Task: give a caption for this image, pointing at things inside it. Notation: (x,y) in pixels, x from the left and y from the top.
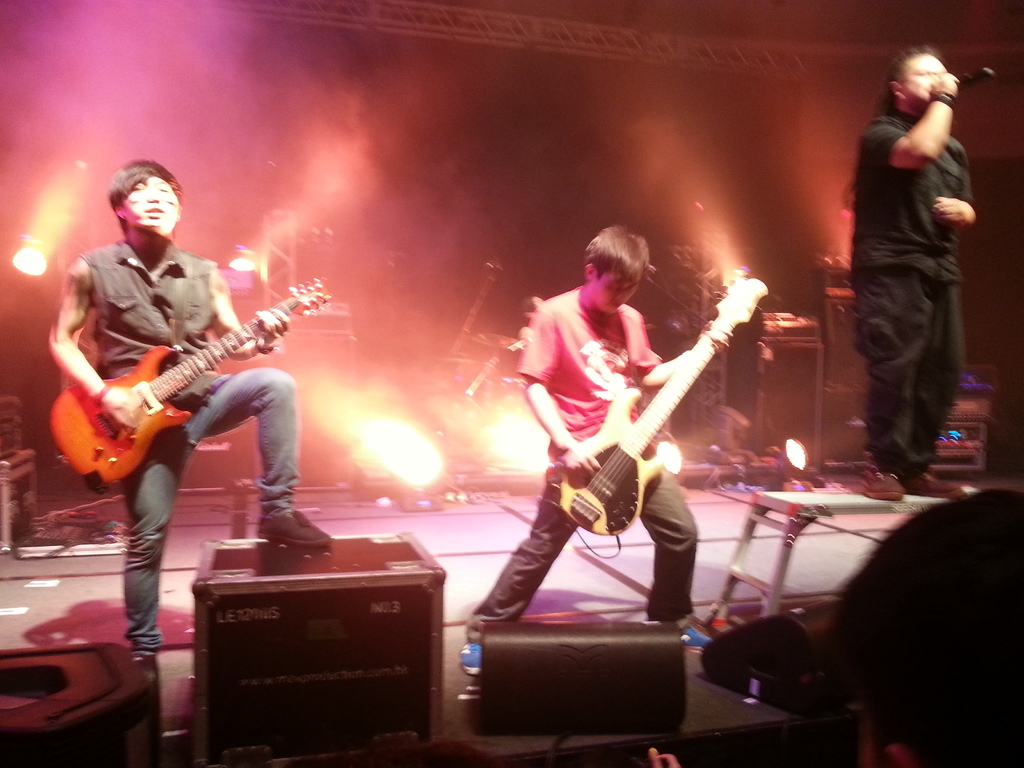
In this picture we can see three persons (124,415), two persons (523,359) are holding guitar (668,383) and one person (902,254) is standing on bench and singing on mic (975,73) and in the background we can see some lights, pillar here in front (250,645) we have some boxes (415,613).
